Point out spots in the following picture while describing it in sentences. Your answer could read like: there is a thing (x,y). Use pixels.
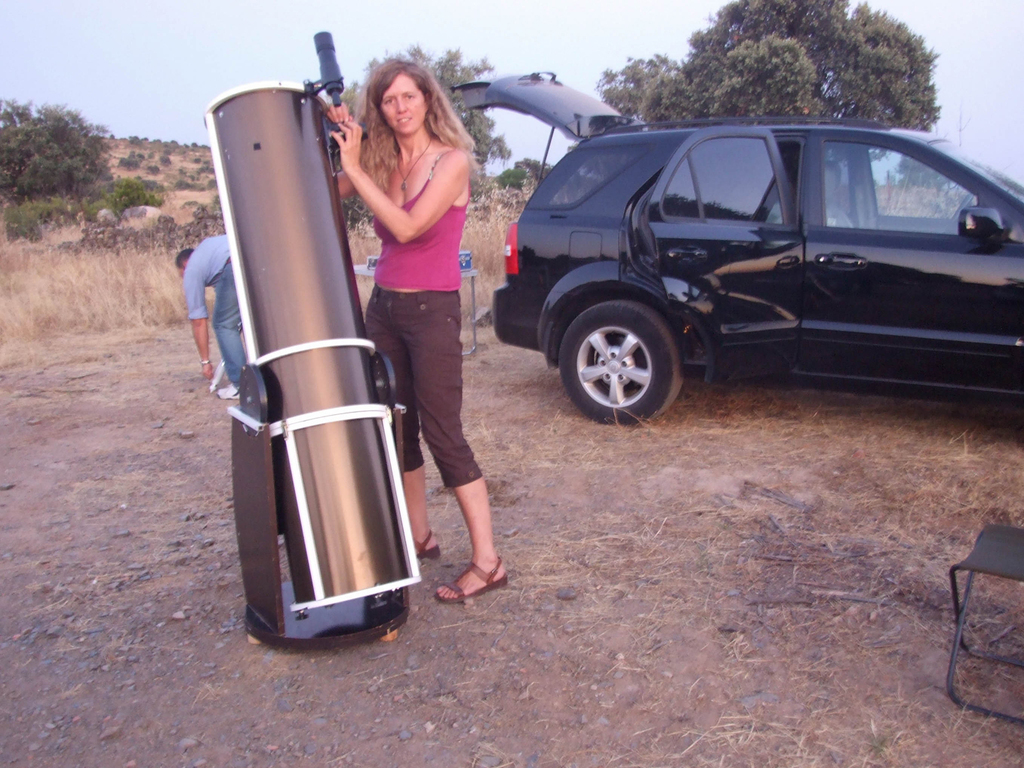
In this image I see the black car (991,375) over here and I see a man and a woman (419,533) and I see an equipment (334,359) over here and I see the ground (8,377) and I see a thing (952,678) over here. In the background (16,333) I see the grass (52,315), trees (821,21) and the clear sky (1018,174).
